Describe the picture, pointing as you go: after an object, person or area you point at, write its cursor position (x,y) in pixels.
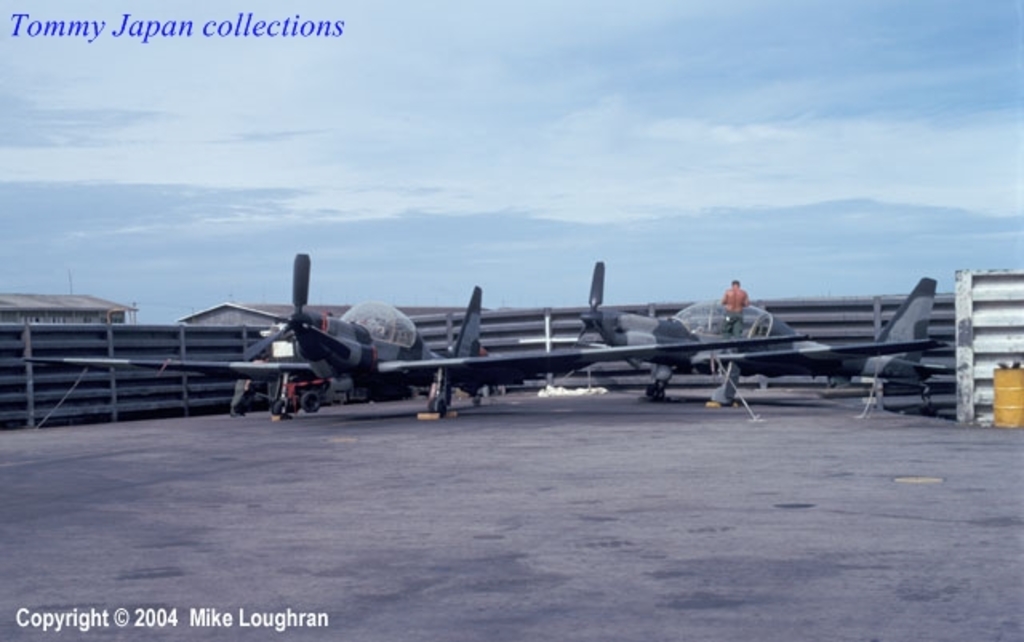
In this image we can see aircrafts (268,364) on the floor (655,437) and a person (739,309) in one aircraft (667,343). In the background (472,125) we can see sky (550,205) with clouds (352,200), walls (185,330) and sheds (223,305).
